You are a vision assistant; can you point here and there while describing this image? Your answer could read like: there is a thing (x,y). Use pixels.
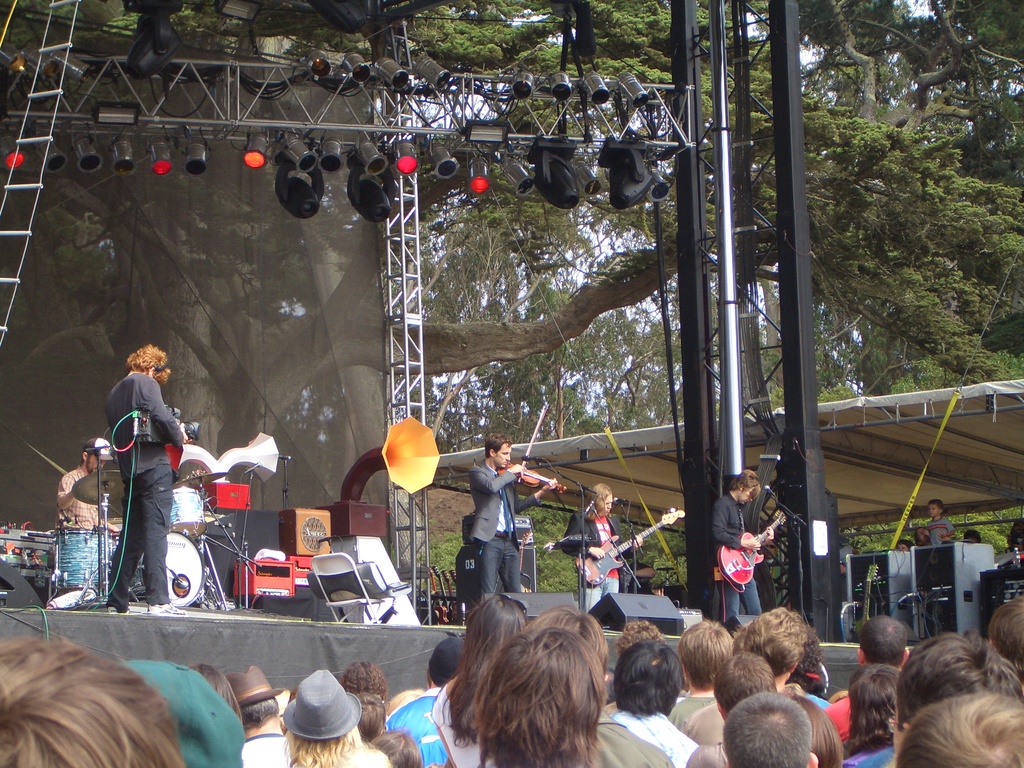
In this image we can see some people (882,685) and among them few people (588,550) playing musical instruments (779,510) on the stage (178,656) and we can see few speakers (643,605), stage lights (157,151) and some other objects (744,151) on the stage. In the background (999,362), we can see some trees (604,336) and we can see the sky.
